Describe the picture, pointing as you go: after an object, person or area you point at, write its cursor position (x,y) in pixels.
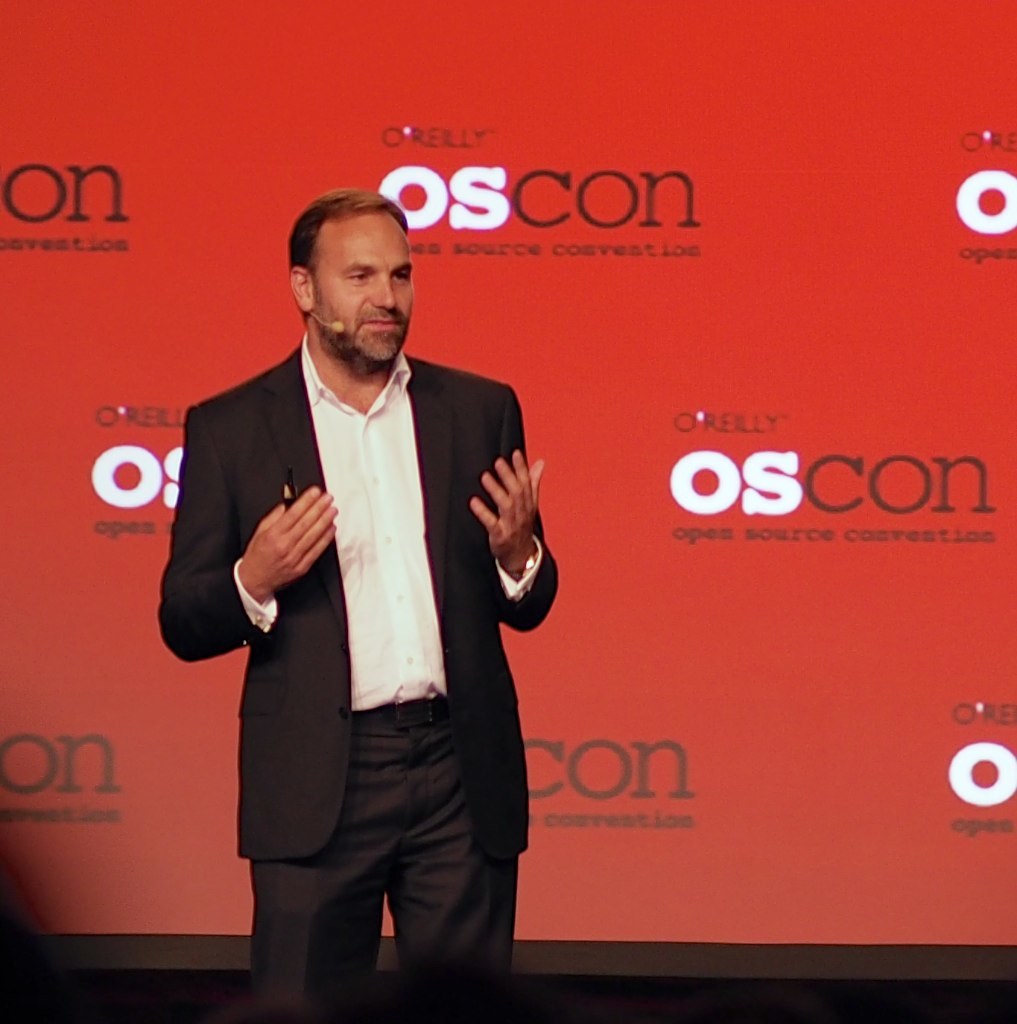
In the image in the center (412,655) we can see one person (422,547) standing and holding some object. In the background (943,257) there is a banner (943,257).
